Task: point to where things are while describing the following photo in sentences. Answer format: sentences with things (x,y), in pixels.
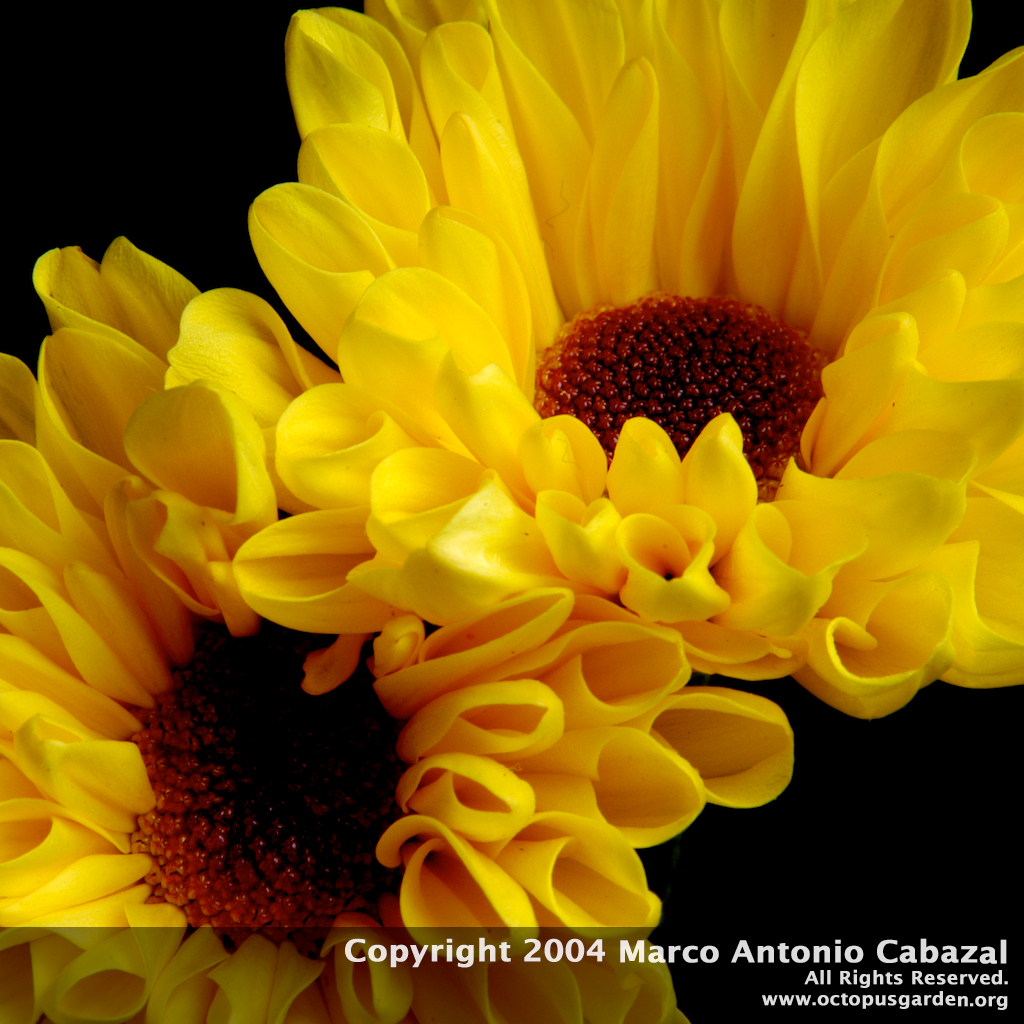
In this image we can see flowers (494,389) and at the bottom of the image (839,975) there is a watermark (756,982). In the background (13,117) it is dark.
